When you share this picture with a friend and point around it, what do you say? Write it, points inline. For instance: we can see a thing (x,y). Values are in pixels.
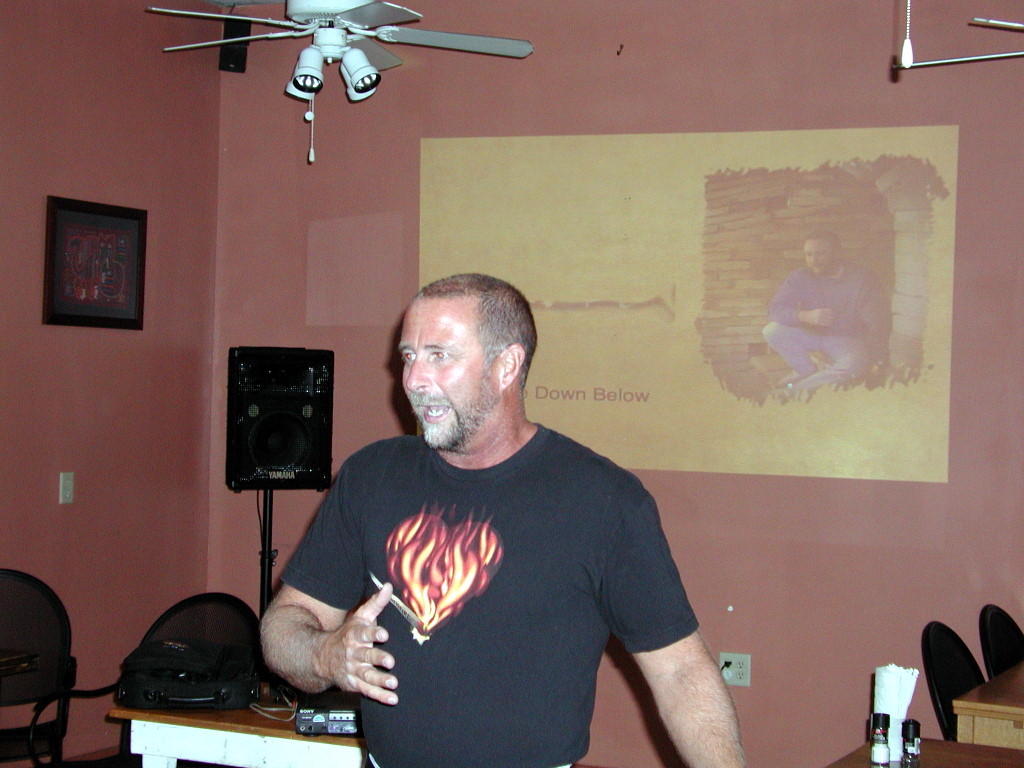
In this image I can see a person (499,588) wearing black colored t shirt (527,591) is standing. I can see a black colored bag (171,679), a projector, few objects (896,680) on the table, the red colored wall (290,193), some projection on the wall (203,227), a photo frame (91,215) to the wall (203,227) and two fans (321,82) to the ceiling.
